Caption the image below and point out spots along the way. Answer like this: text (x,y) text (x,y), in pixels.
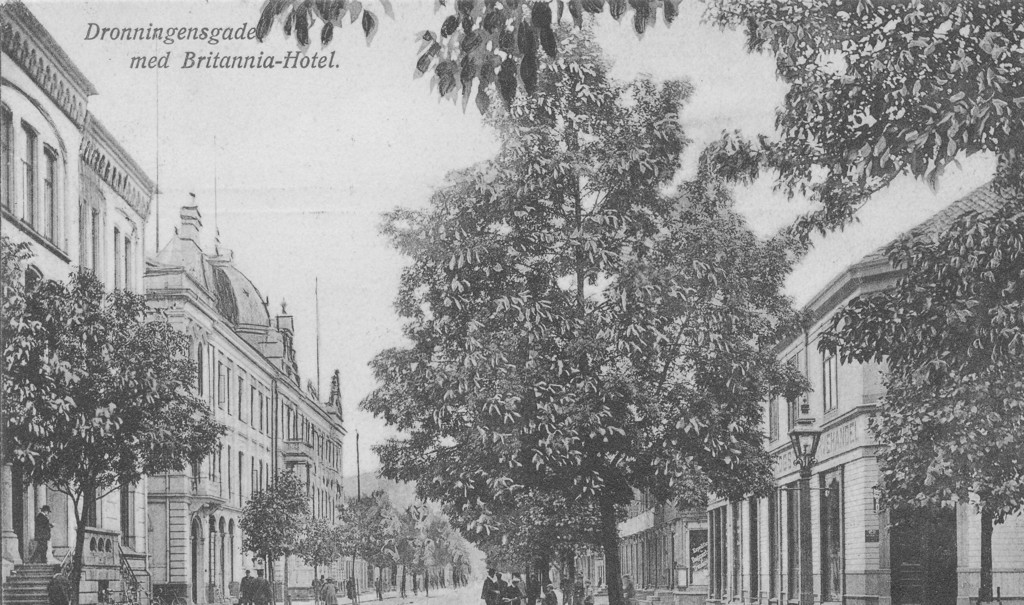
In this image I can see a black and white photo of trees (624,435), buildings (785,524) and people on road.
